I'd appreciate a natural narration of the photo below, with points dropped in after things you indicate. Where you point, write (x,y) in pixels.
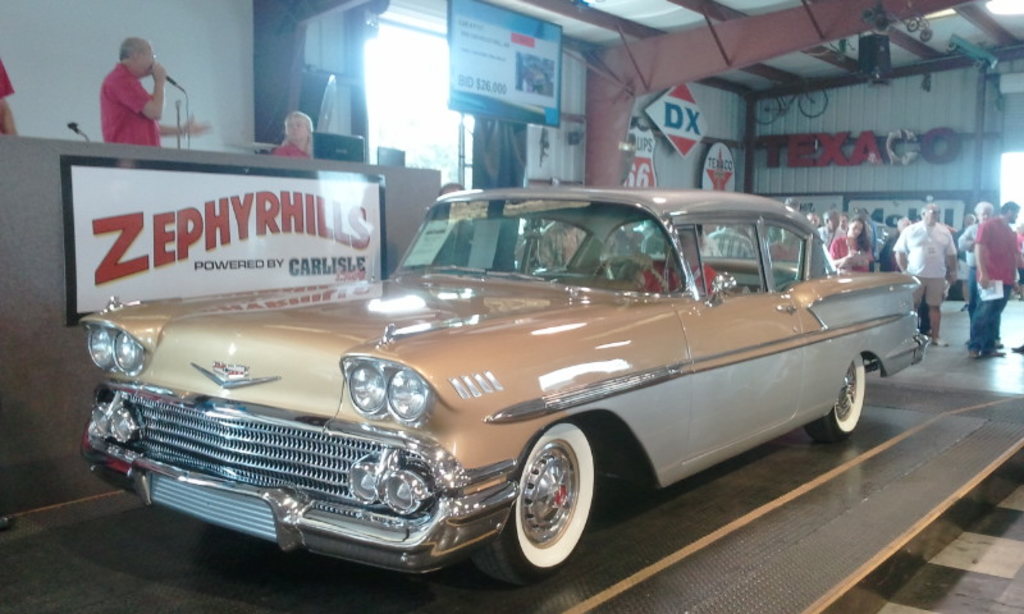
In this picture there is a car (426,424) in the foreground (424,326). On the left side of the image (124,107) there is a person (156,107) with red t-shirt (142,115) is standing and holding the microphone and there are two persons (299,118) and there are devices (333,159) and microphones (183,135) on the table (221,152) and there is a poster (272,239) on the table (302,237). On the right side of the image (980,314) there are group of people (969,293) and at the top (1023,10) there are lights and at the back (855,147) there are hoardings (716,150) and there is a text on the wall (869,103).
